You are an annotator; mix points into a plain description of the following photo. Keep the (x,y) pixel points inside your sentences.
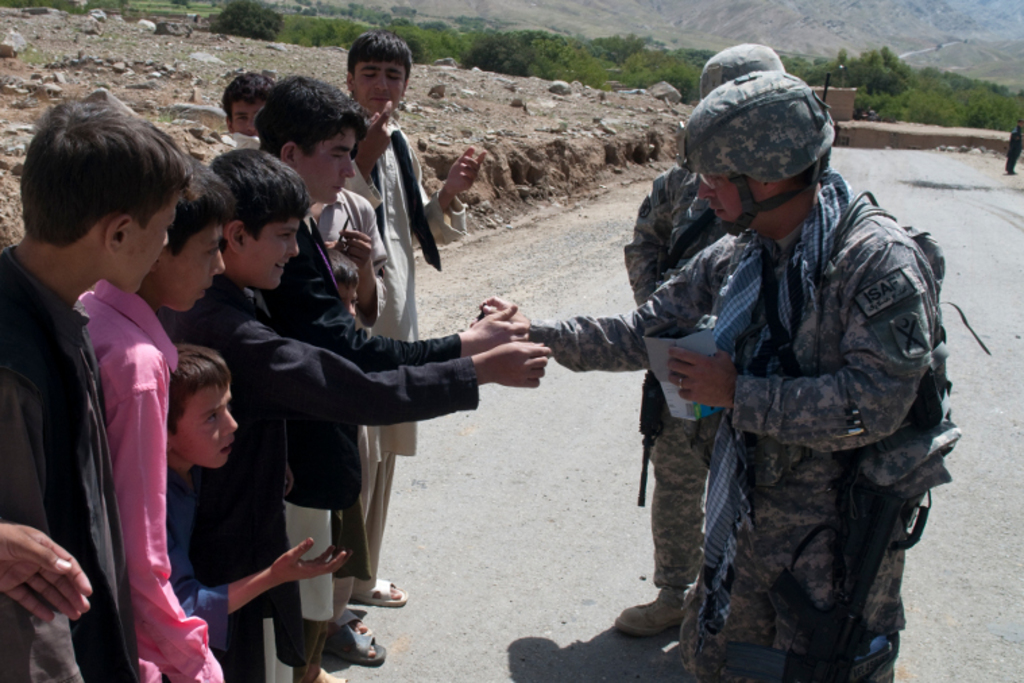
In this image we can see people (821,324) standing they are wearing uniforms (794,411). On the left (126,555) there are children (283,334). At the bottom (479,594) there is a road (600,592). In the background (884,94) there are trees (526,40) and hills (642,9).
